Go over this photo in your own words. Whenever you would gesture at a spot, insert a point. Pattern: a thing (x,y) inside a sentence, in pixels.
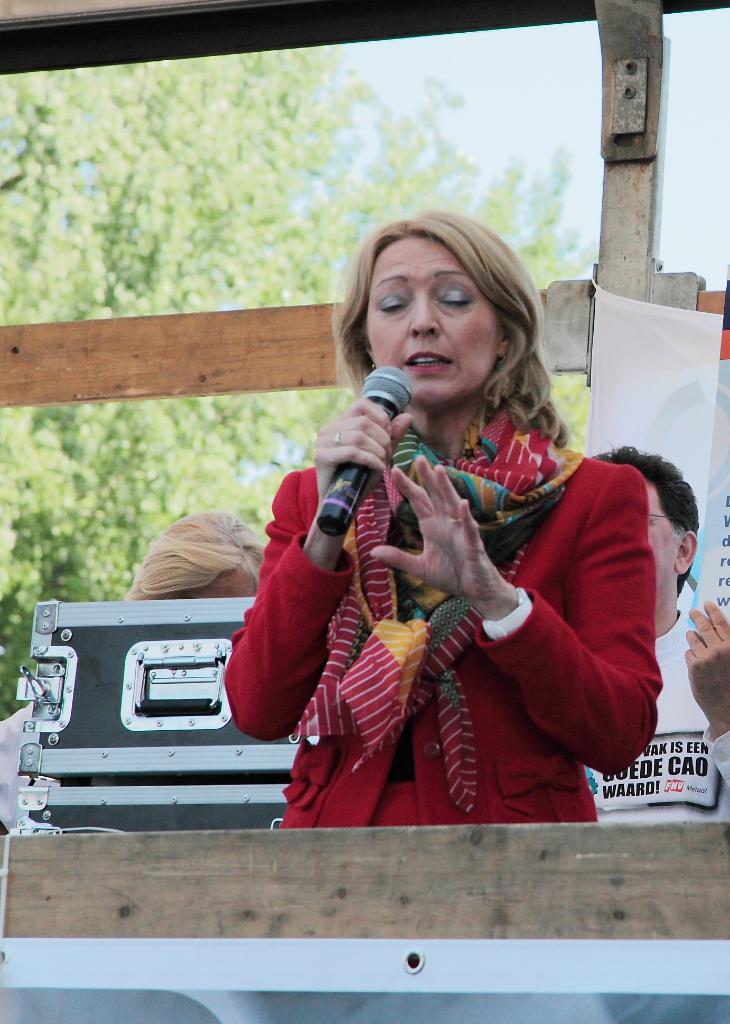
In this given picture, I can see women (521,660) standing and holding a mike (348,517) and behind a person (671,545), I can see a person (171,568) sitting towards left (239,524), We can see a women (198,542) with light brown color hair (160,560) and top (100,375) i can see a wooden piece of wood (218,388), few trees (111,475), musical boxes (115,714) and tool boxes (177,752).
